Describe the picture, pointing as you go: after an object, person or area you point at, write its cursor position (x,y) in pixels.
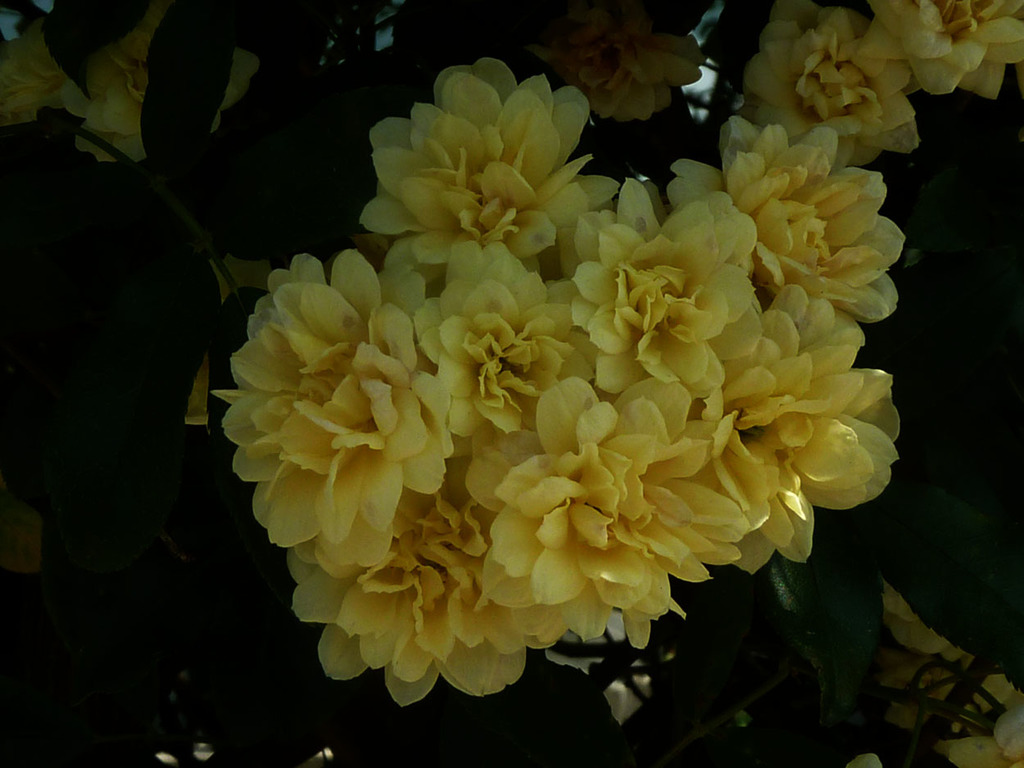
In this picture I can see leaves (160,344) and flowers (989,10).
